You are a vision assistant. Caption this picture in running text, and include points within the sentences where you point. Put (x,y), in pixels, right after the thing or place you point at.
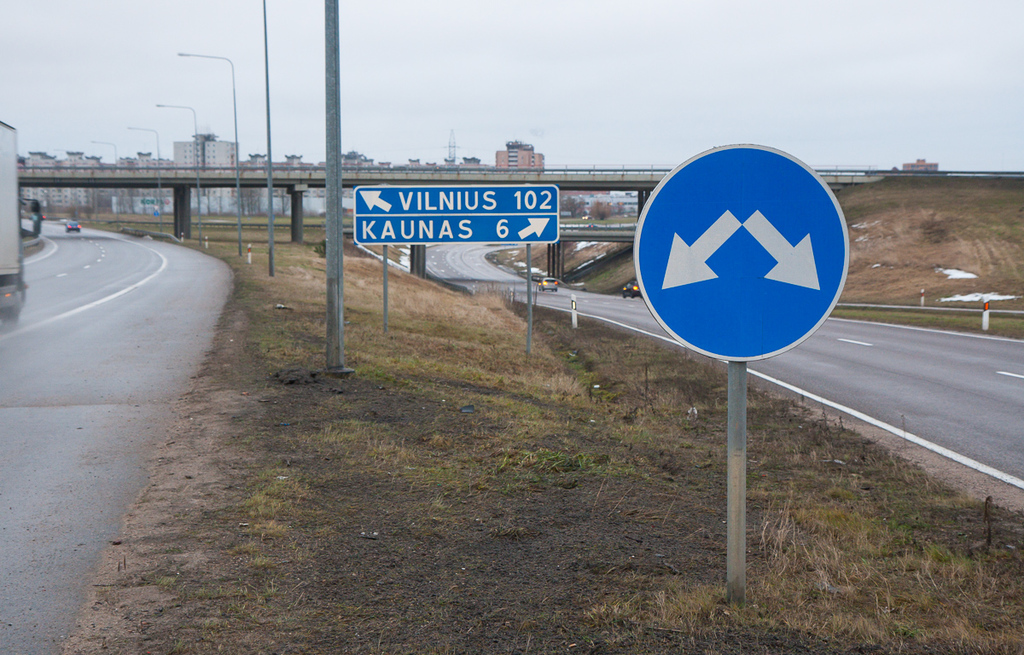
In the front of the image (424,206) I can see signboards (409,207), poles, roads (904,362) and vehicles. In the background of the image (273,197) there is a bridge (248,184), light poles (237,167), pillars (186,226), buildings (295,158) and sky (471,50).
